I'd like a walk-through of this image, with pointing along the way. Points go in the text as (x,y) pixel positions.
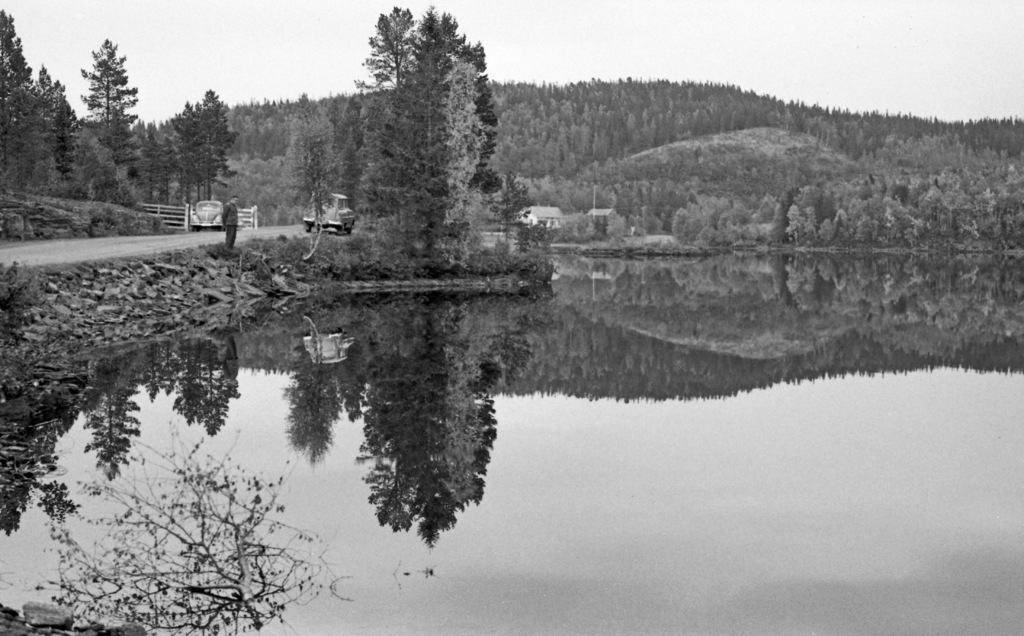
In this image I can see a lake (350,323), around lake (332,323) I can see tree (3,133) and the hill (790,141) and the sky (622,6), in front of lake (366,313) I can see a person (232,209) standing and a vehicle (201,225) a parking on the road (180,240).
